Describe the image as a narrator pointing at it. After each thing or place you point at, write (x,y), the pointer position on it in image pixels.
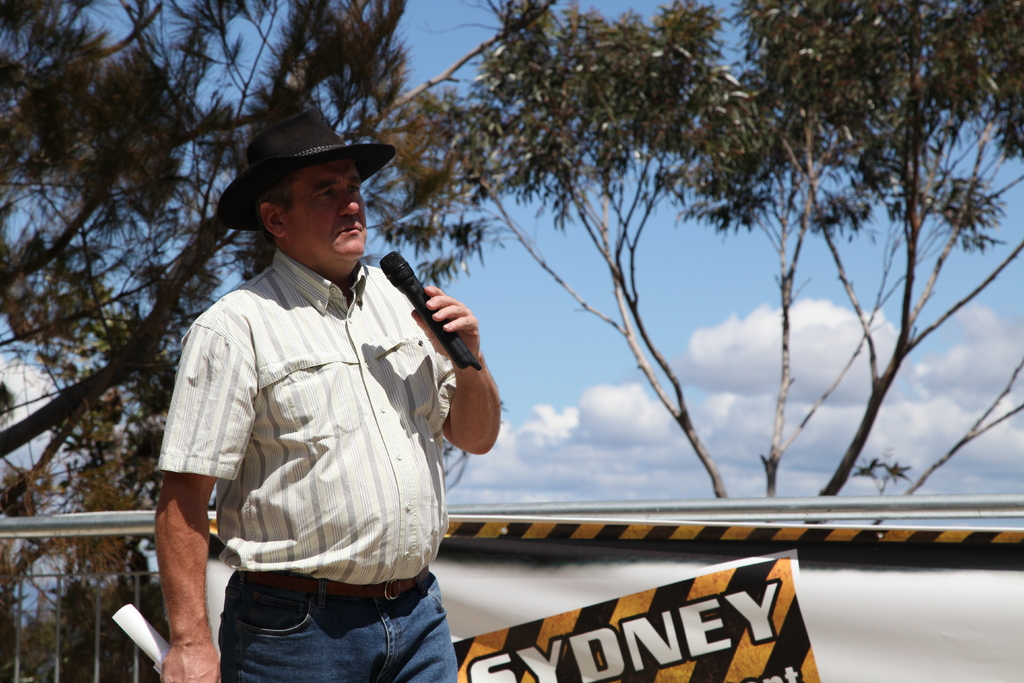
In the picture we can see a man (286,527) standing and holding a microphone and talking in it and he is in shirt (273,528) and wearing a black color hat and behind him we can see a railing (593,504) with a poster (452,551) on it, we can see a name Sydney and behind the railing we can see some trees (640,329) and a sky (647,412) with clouds (921,444).
